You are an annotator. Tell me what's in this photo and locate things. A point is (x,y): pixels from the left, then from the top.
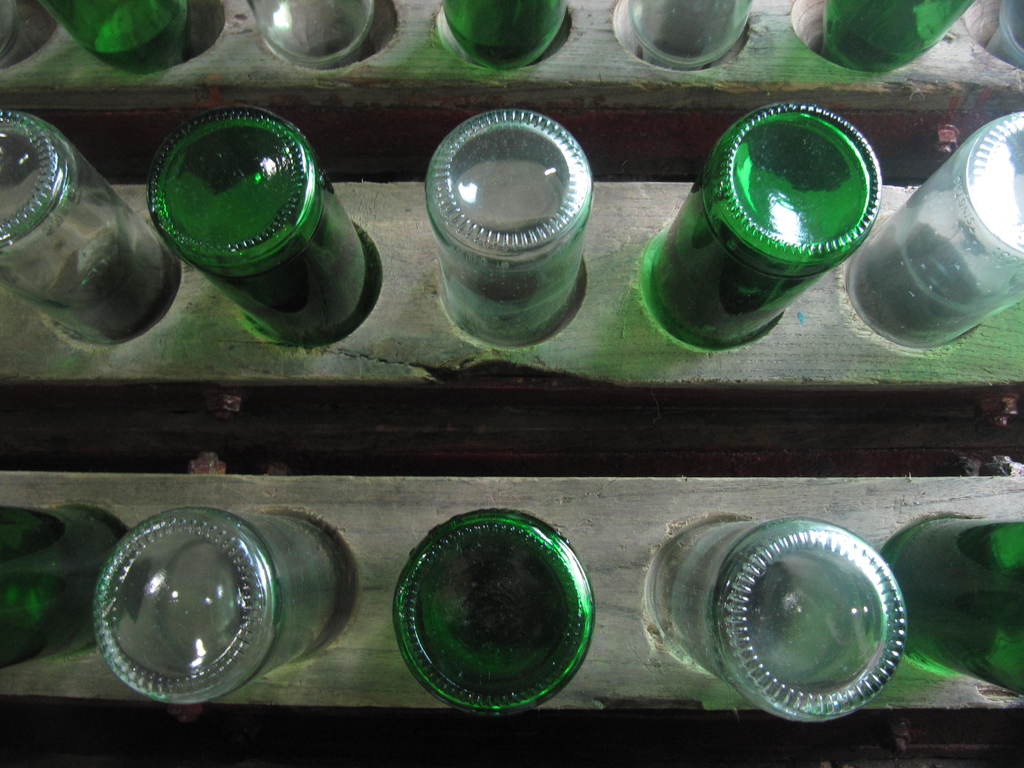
In the image we can see few bottles (295,331) were in the wood (707,377).
